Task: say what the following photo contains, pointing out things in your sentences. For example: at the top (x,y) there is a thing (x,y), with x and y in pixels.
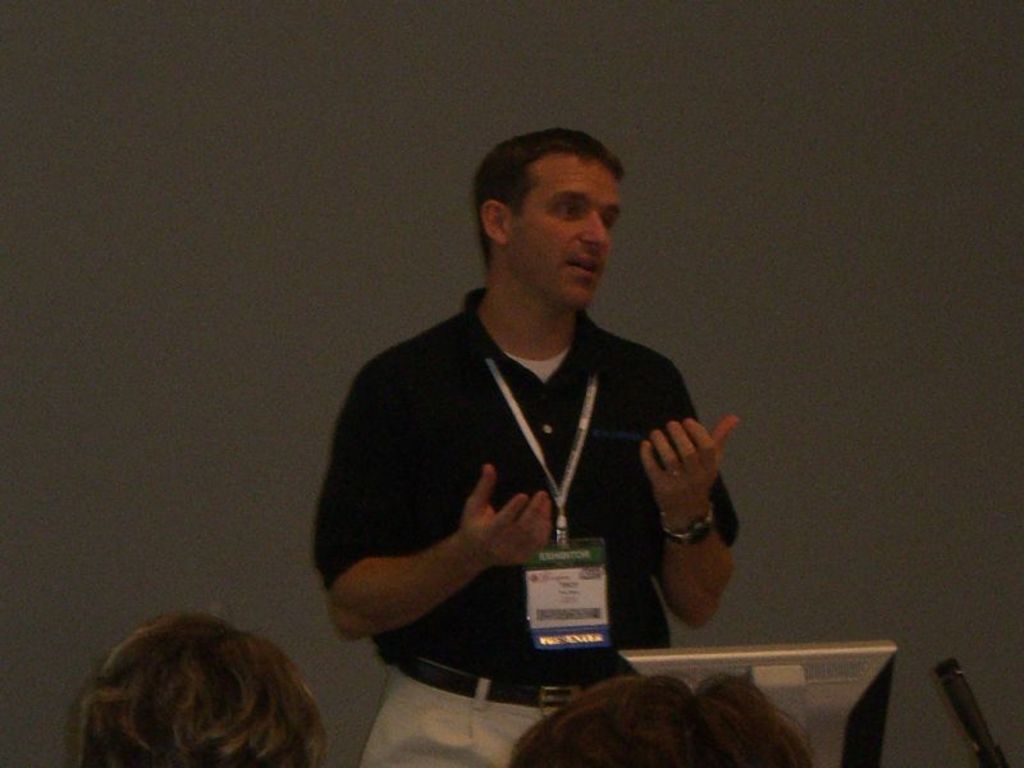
In this image I can see a man (556,428) is standing. The man (554,448) is wearing an ID card (535,563), a black color shirt (430,517) and pant (472,732). Here I can see a monitor (796,690). In the background (774,273) I can see a wall (300,335). I can also see two people (636,748) over here.
